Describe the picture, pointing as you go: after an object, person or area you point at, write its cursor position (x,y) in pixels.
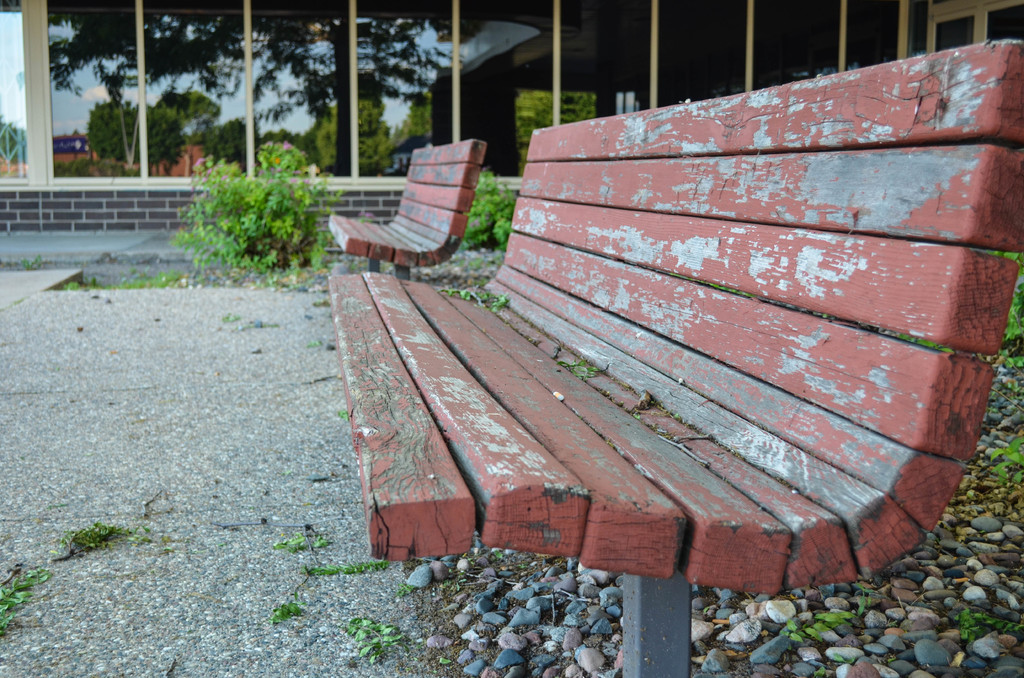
In the foreground of this picture (525,347), there are two benches (528,389) on the ground (356,550) and there are plants (1015,329), stones (910,594), and a glass (572,80) in the background (167,129).
